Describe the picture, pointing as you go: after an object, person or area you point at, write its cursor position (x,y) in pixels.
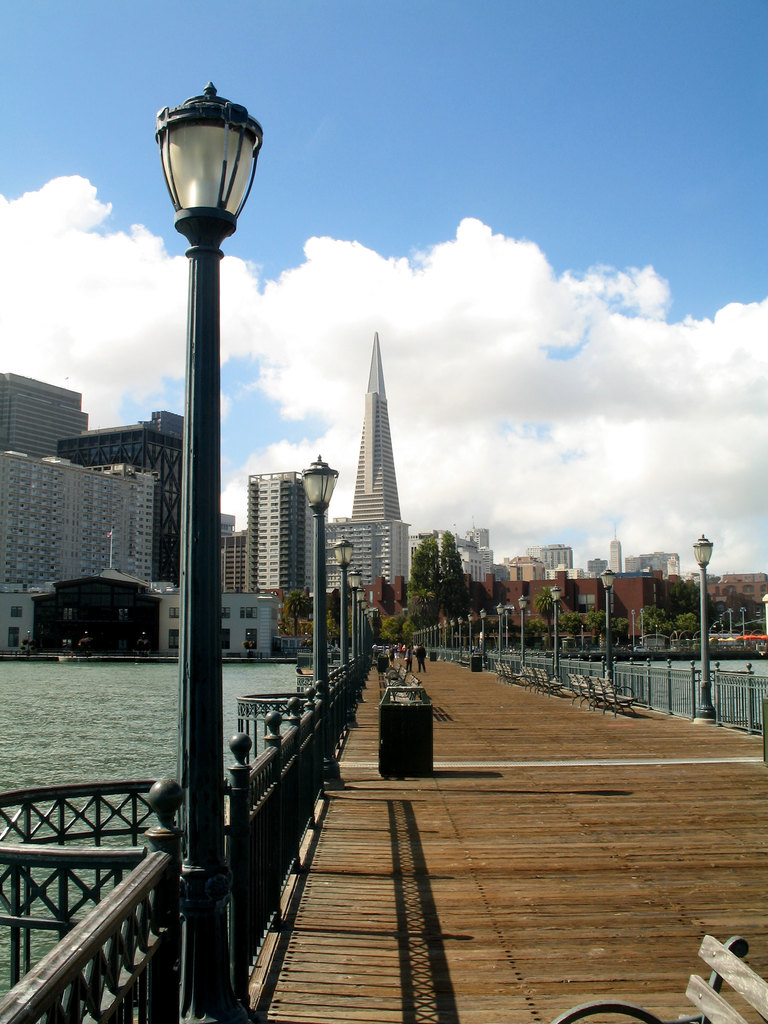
There is a wooden path (359,705) in the foreground area of the image (369,732) and a lamp pole (189,610) on the left side (194,176) and there are boundaries (343,707), it seems like a garbage bin (425,722) on the right side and poles (506,636) on the right side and a bench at the bottom side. There is water (79,742) on both the sides and there are buildings (640,607), trees (484,635), and sky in the background area (631,603).
